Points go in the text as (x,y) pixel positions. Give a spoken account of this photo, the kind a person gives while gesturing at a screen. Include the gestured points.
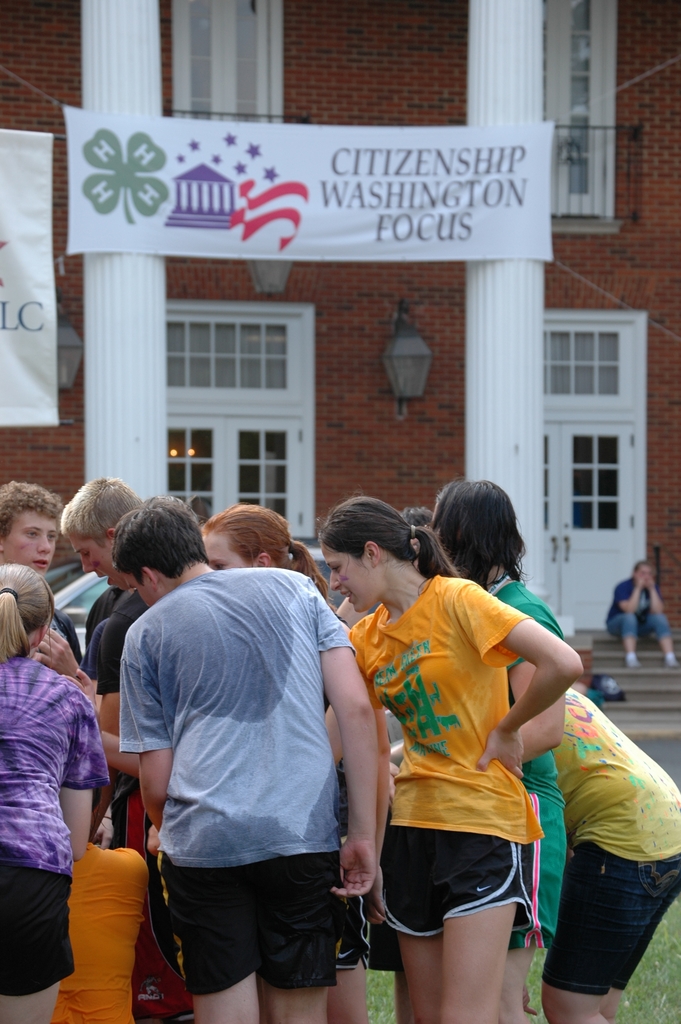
In this picture we can see a group of people (340,951) on the ground (643,995) and in the background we can see a building (601,11), pillars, banners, lights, vehicle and some objects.
